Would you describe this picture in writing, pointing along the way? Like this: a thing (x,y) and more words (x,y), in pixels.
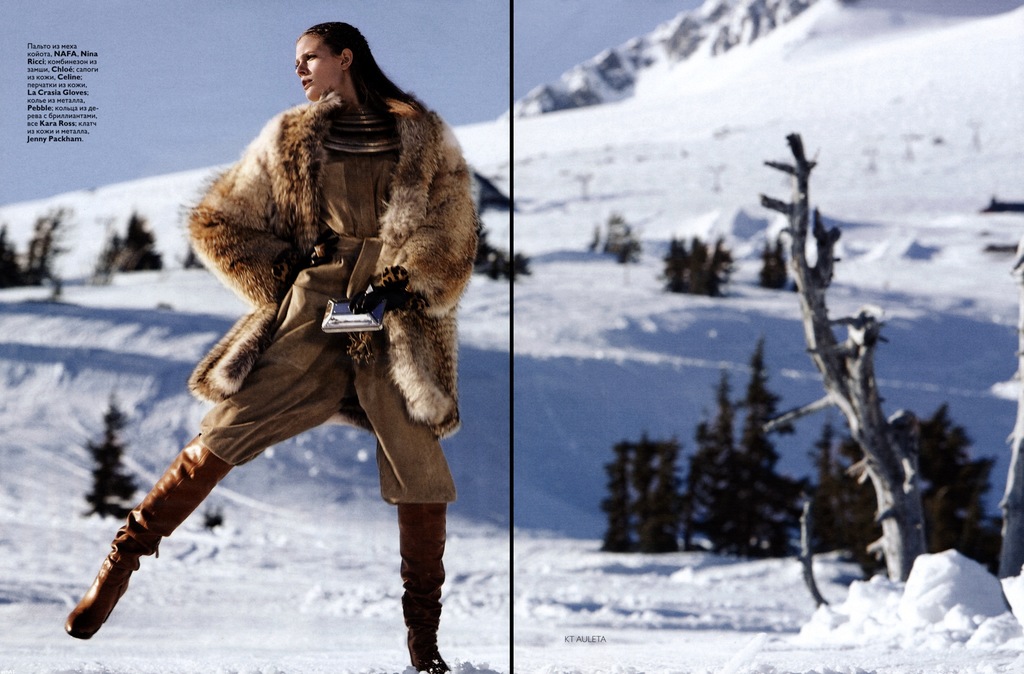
In this picture I see a woman (322,240) in front (285,324) who is standing and I see that she is wearing a dress (339,206) which is of brown in color and I see that there is something written on the left top of this image (54,70) and in the background (641,193) I see the ground (647,266) covered with snow (80,301) and I see number of trees (932,544).
